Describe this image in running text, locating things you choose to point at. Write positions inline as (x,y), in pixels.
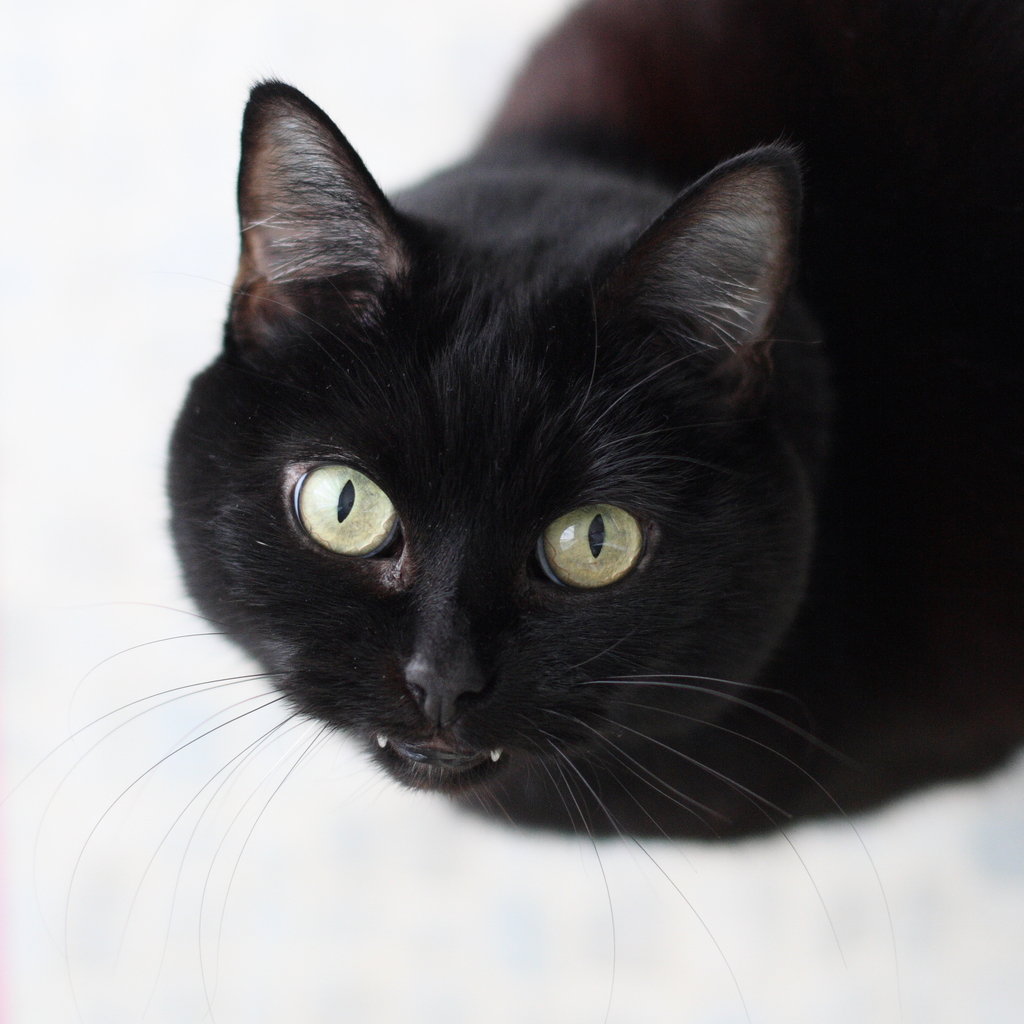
In this image I can see white colour surface (341,848) and on it I can see a black colour cat (229,634).
